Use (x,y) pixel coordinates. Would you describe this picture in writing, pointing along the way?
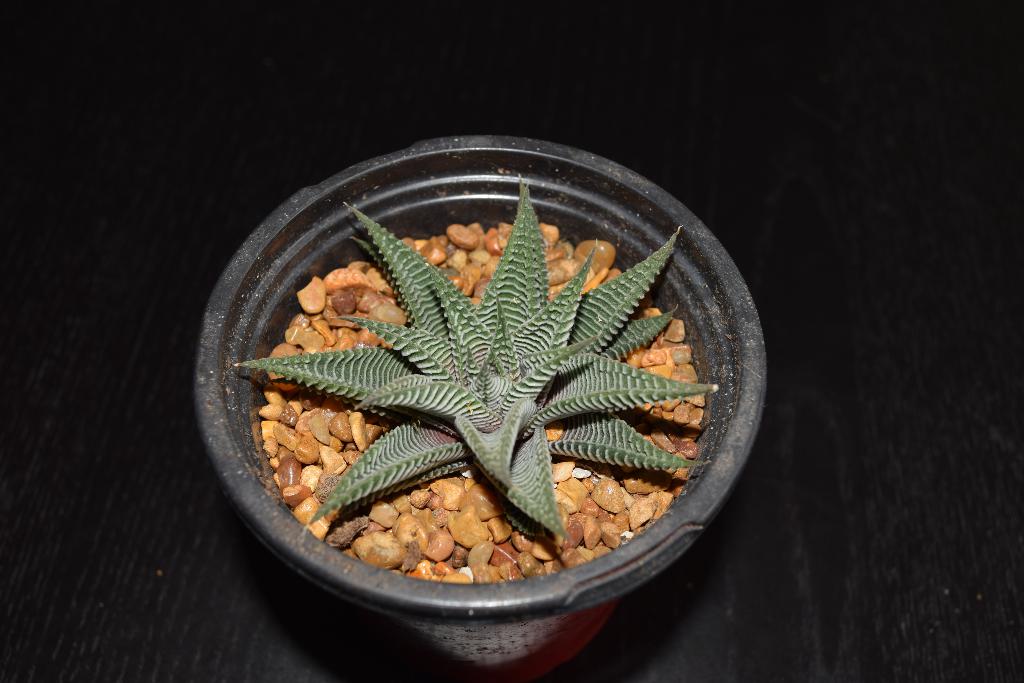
In this image we can see a flower pot (549,602) in which small stones (461,542) and small plant (521,450) are there.
